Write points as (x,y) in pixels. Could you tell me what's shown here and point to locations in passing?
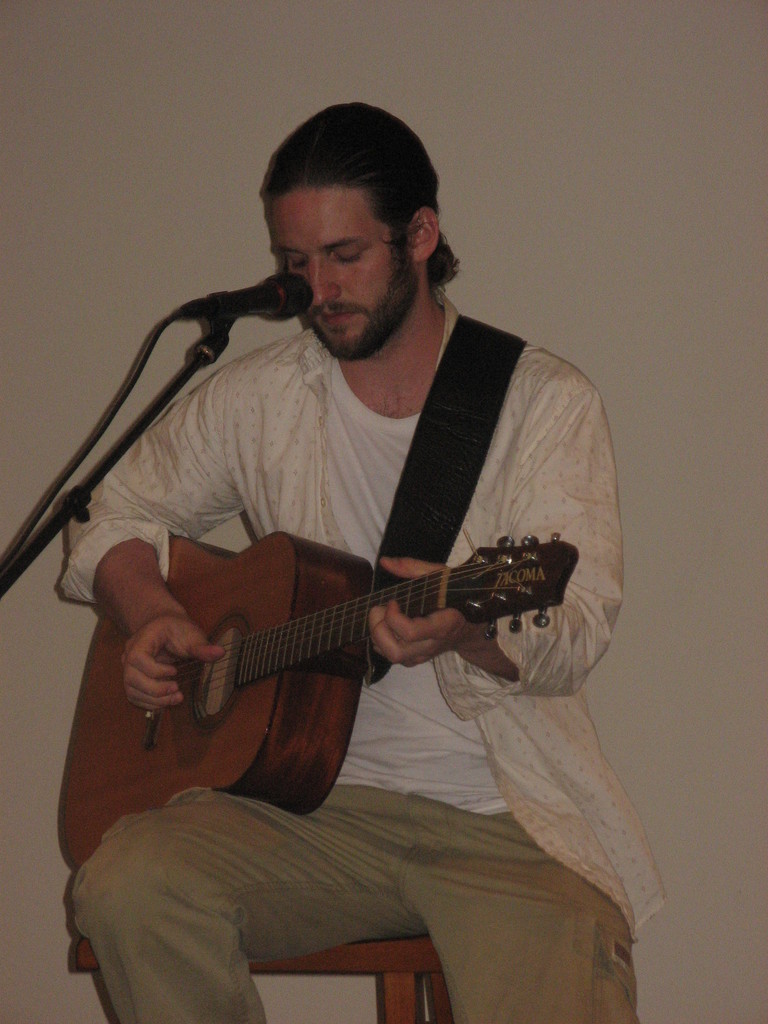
This picture shows a man (337,259) seated and playing a guitar (108,655) and we see a microphone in front of him.
